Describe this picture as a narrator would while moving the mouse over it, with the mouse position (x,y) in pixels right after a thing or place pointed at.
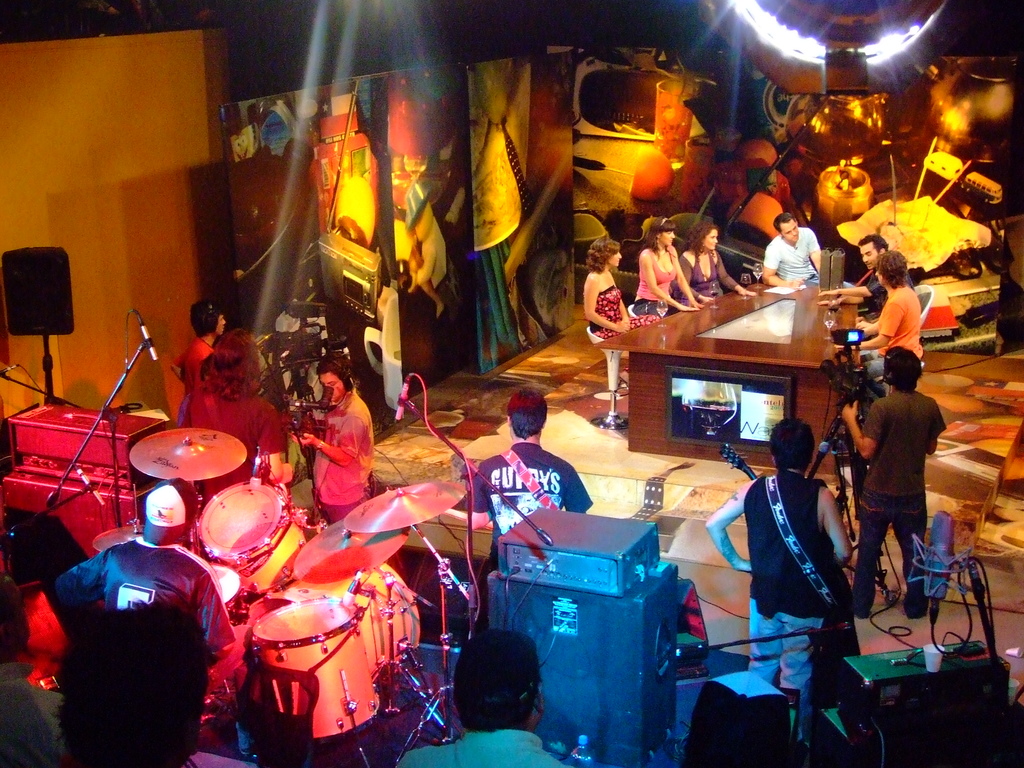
As we can see in the image there are banners (387,199), musical drums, mics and few people (217,319) standing and sitting on chairs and the man (872,424) who is standing here is holding camera (858,386) and in front of them there is a table (736,317).
